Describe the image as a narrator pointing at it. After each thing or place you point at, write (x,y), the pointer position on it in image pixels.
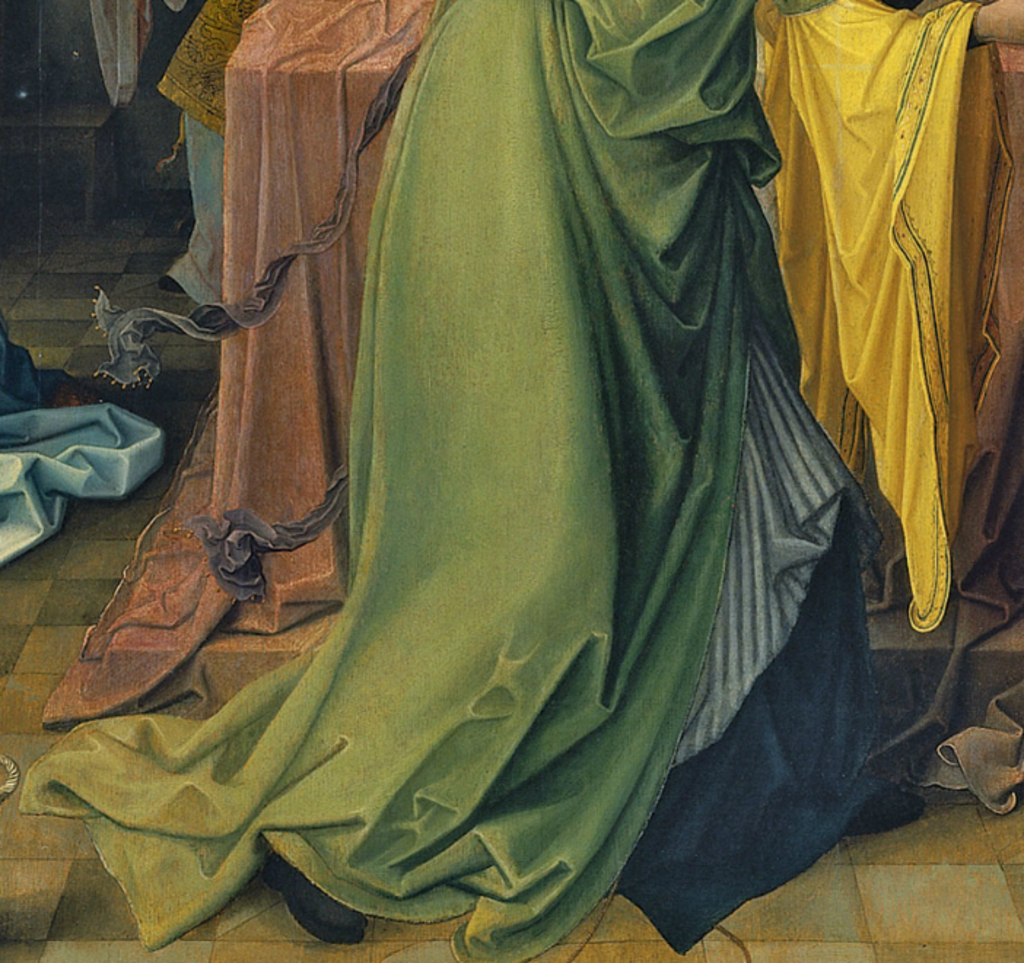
In this image I can see different types of clothes (638,508) on the floor (838,864), shoes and a table (241,443). This image is taken may be in a hall (909,919).
